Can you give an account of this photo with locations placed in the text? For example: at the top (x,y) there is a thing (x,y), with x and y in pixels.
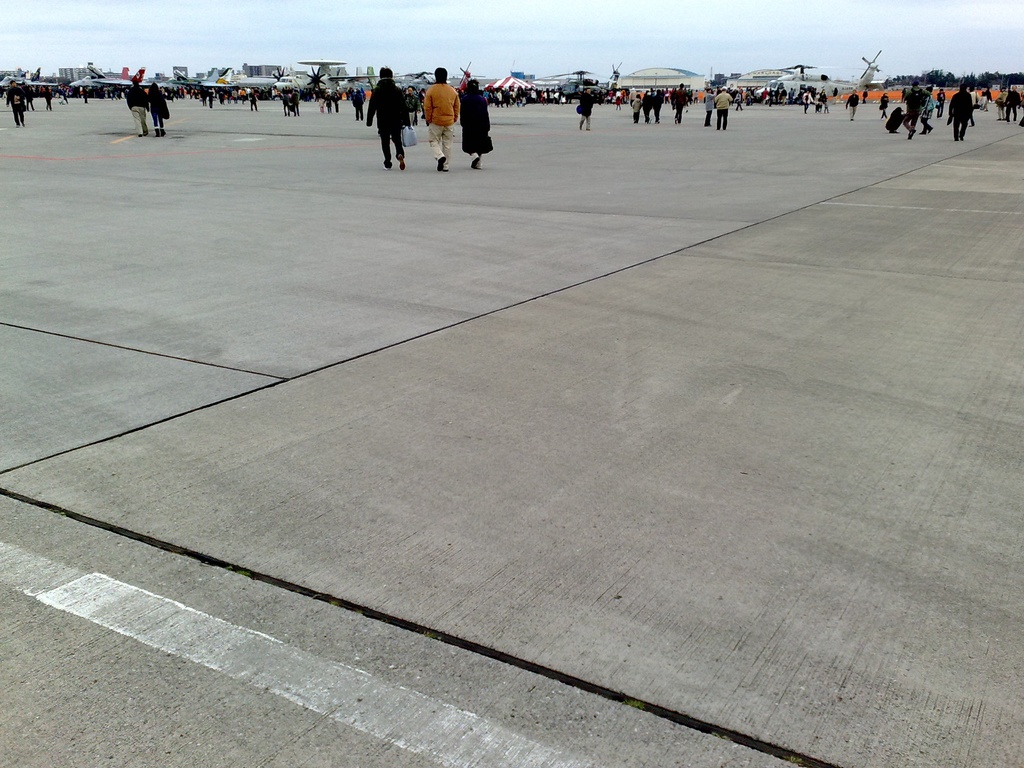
This is the inside view of airport (751,114) where we can see aeroplane (142,71) and so many people (790,96).
